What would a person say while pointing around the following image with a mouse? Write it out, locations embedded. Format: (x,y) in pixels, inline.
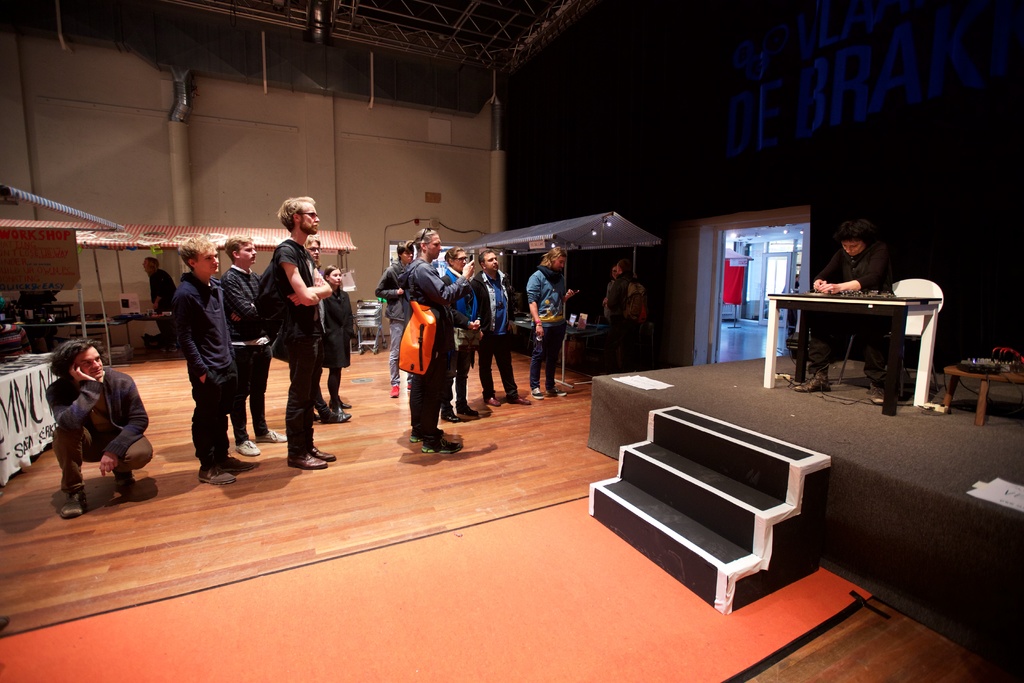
In this image we can see some group of persons (344,364) standing on floor (165,471) and there is a person (810,362) wearing black color dress (863,353) sitting on a chair (911,325) doing some work and in the background of the image (150,229) there are some food counters (151,315) under tents (566,220) and there is a wall (449,143).
